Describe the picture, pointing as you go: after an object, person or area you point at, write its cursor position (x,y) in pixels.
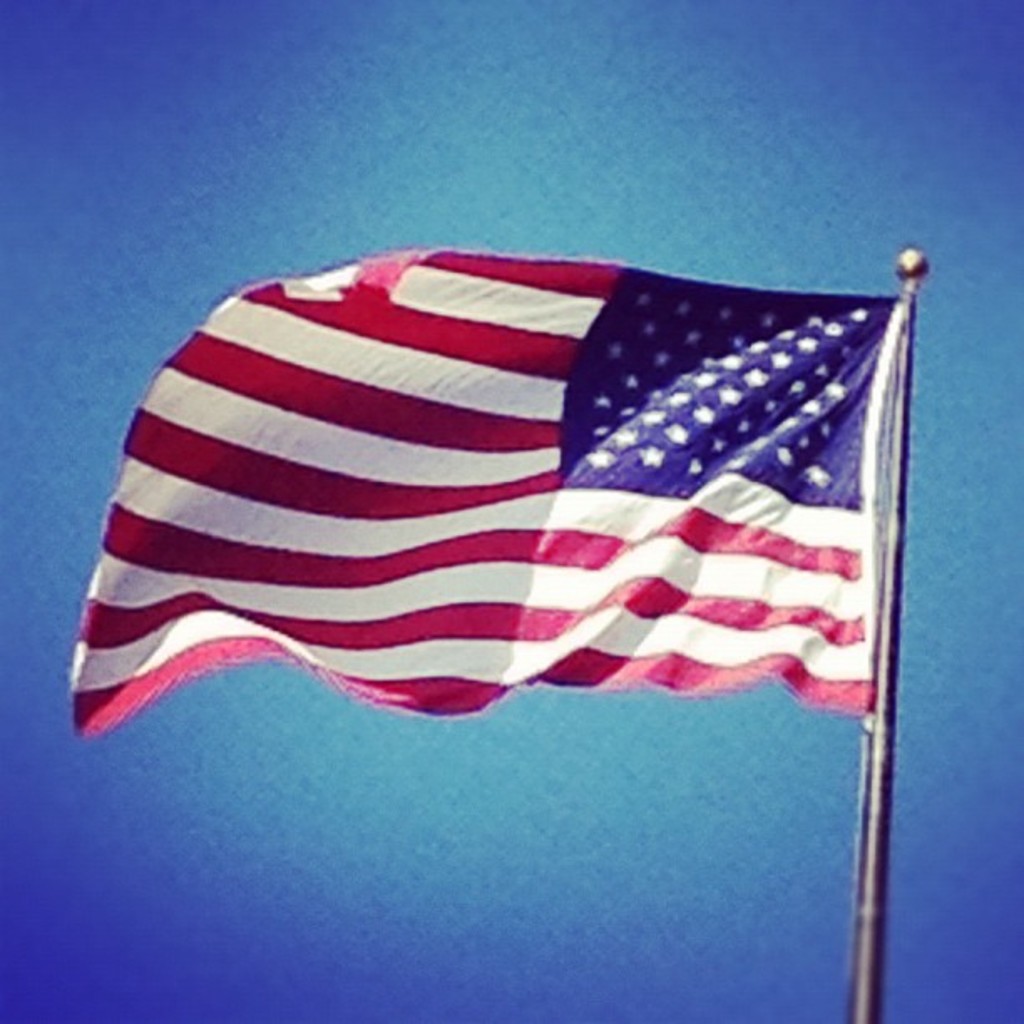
In this image I can see a pole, a flag (607,654) and I can see blue colour in the background (392,110).
